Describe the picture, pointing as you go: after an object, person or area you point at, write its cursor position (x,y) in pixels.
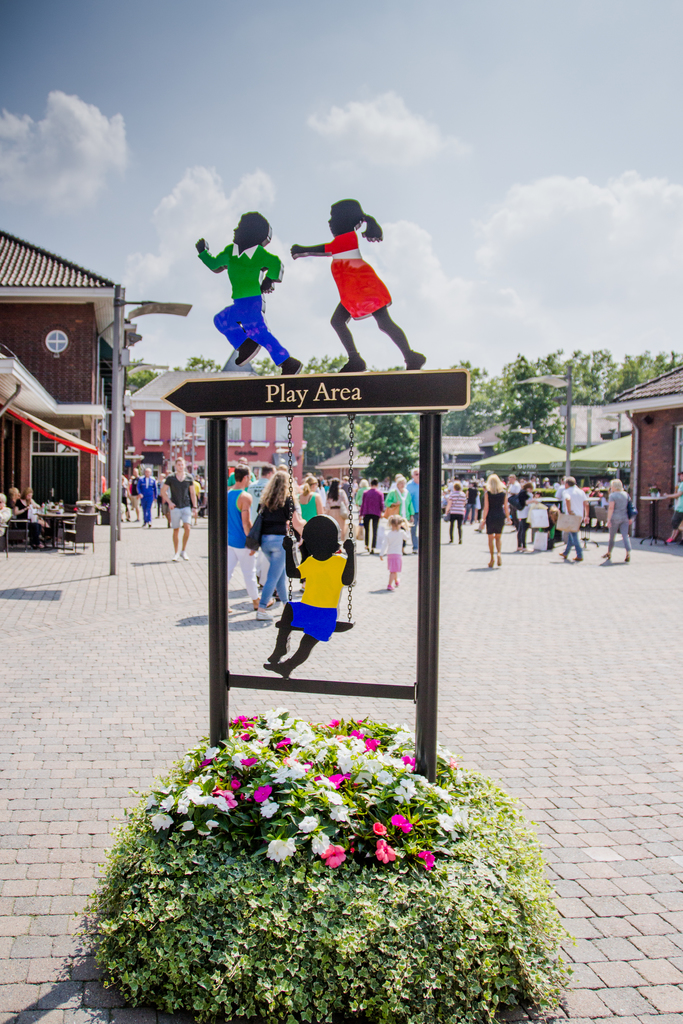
In this image we can see flowers (360,746), plants (319,876), board (339,598) on which we can see children images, people (262,609) walking on the road (602,537), we can see houses (579,432), trees (586,388) and the sky (549,166) with clouds (386,97) in the background (346,97).
